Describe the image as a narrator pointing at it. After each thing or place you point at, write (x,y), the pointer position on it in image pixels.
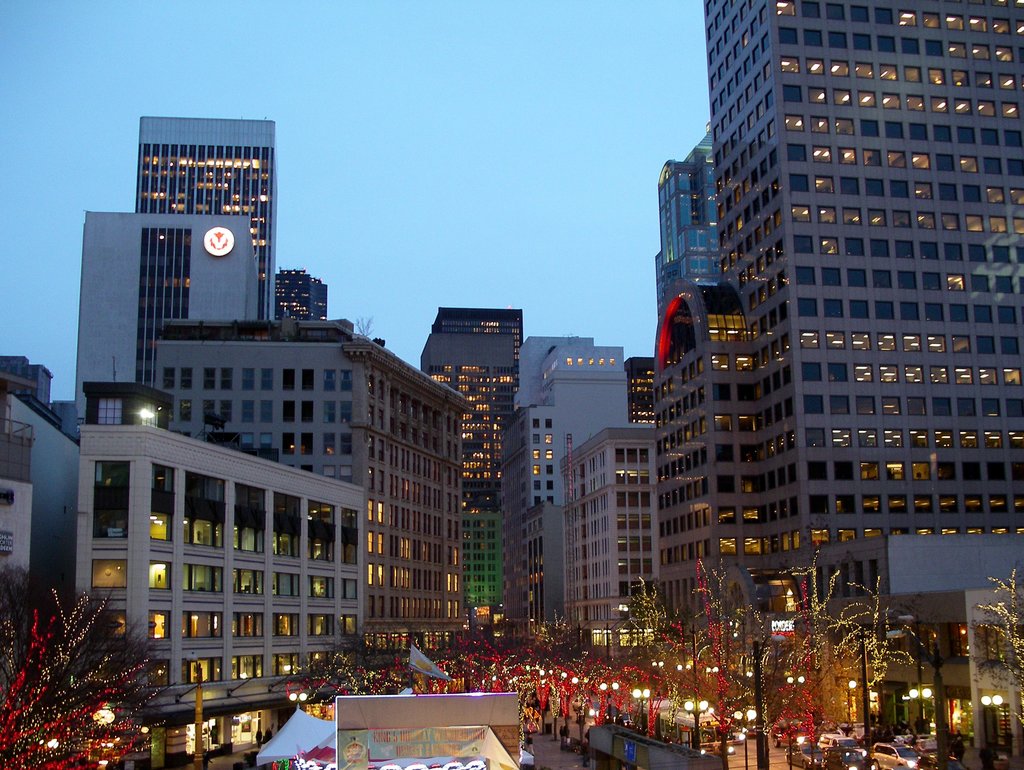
This picture is clicked in the city (565,611). At the bottom of the picture (397,728), we see a white tent (302,725) and a board (397,723) in white color. In the middle of the picture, we see street lights (633,693) and trees (631,676) which are decorated with the lights (650,715). Beside that, we see vehicles (906,763) are moving on the road (770,744). In the left bottom of the picture (72,661), we see a tree (76,668) which is decorated with red color lights (46,724). There are buildings (370,517) in the background (582,411). At the top of the picture (508,104), we see the sky (376,143), which is blue in color.
